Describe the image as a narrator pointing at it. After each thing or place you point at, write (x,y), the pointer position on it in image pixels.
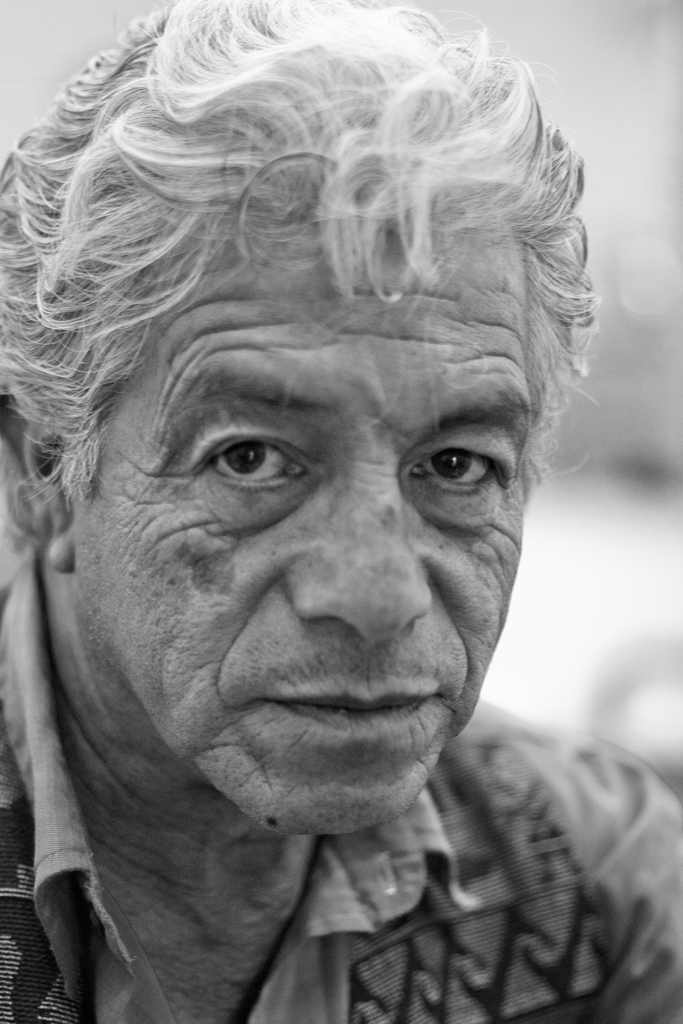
In this image we can see the black and white picture of a man (301,339).
